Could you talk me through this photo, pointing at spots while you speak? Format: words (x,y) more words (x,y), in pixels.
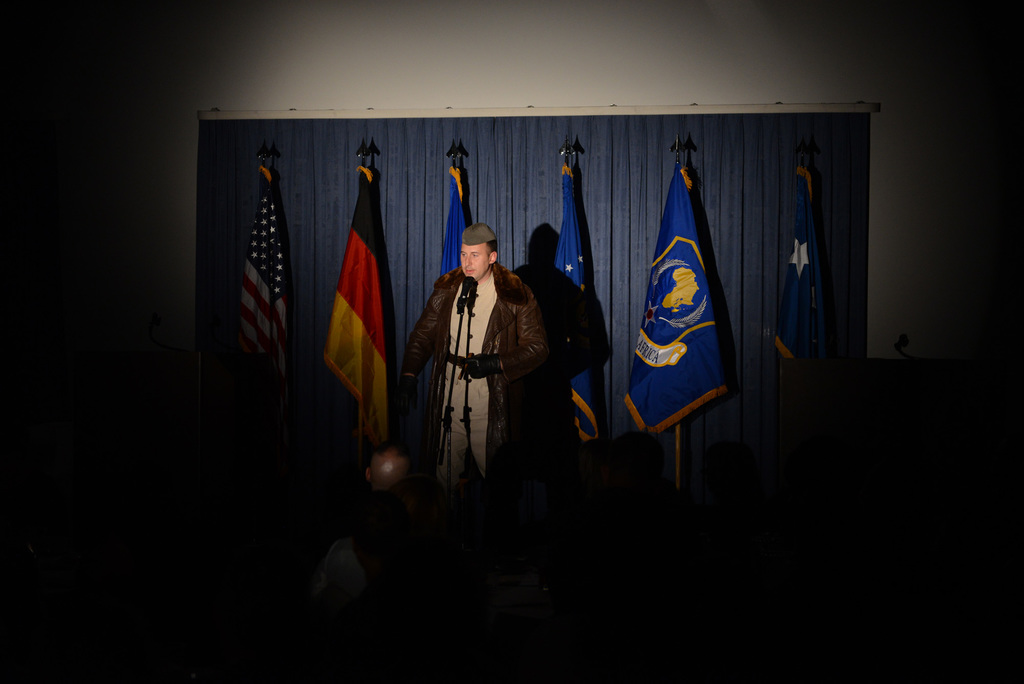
This picture shows few people (413,538) standing and we see a man (516,403) standing on the dais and speaking with the help of a microphone (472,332) and then we see few flags (368,432) on the back (760,219) and blinds (631,159) to the window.
